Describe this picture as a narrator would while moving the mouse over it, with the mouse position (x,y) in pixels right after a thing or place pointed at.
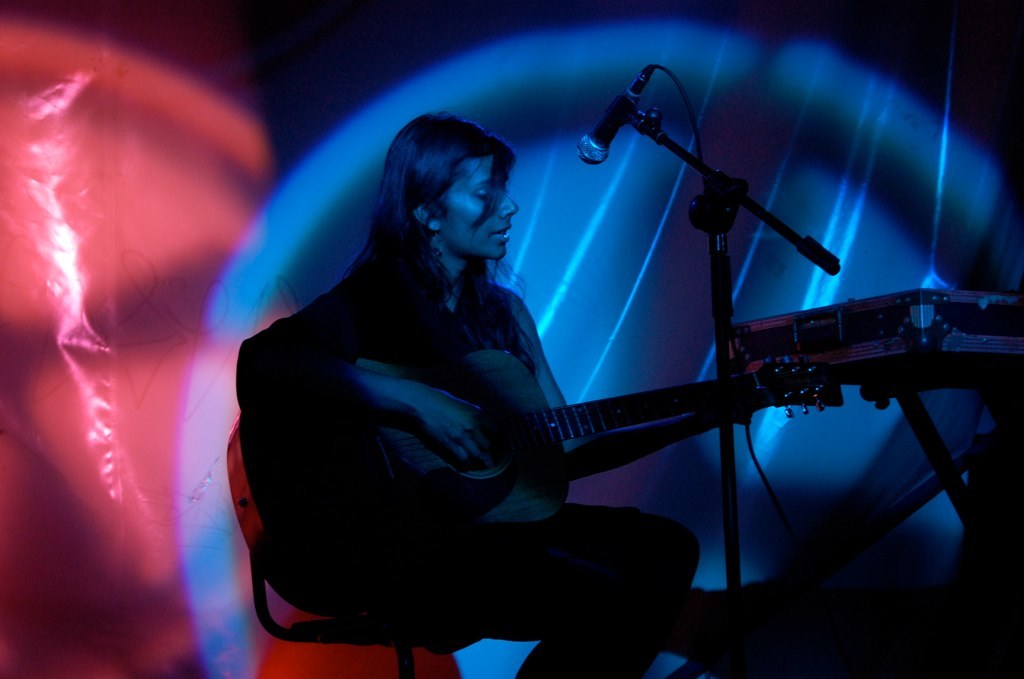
In the image we can see there is a woman (588,602) who is sitting on chair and holding guitar (627,417) in her hand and there is a mic (609,138) with a stand (652,125) and on stand (877,393) there is a box (991,330).
